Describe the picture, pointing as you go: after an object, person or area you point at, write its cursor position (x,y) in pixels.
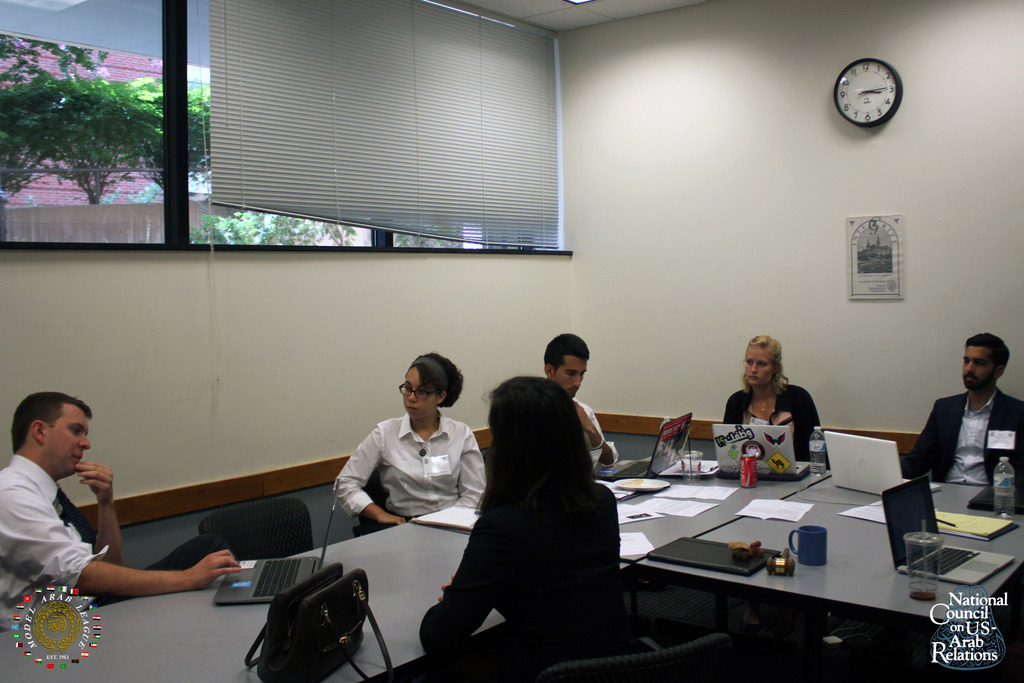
In this image I can see a group of people (468,452) was sitting on the chair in front of the table (686,516). On the table (336,548) we can see a couple of laptops (648,463) bags (300,596) and few couple of papers (750,514) and other stuff (812,454) on it. Behind these people (526,438) we have a white color wall (709,265) with a clock (857,101) on it and on the top left side of the image (258,123) we have a window blind (296,136) and a couple of trees (107,133).
